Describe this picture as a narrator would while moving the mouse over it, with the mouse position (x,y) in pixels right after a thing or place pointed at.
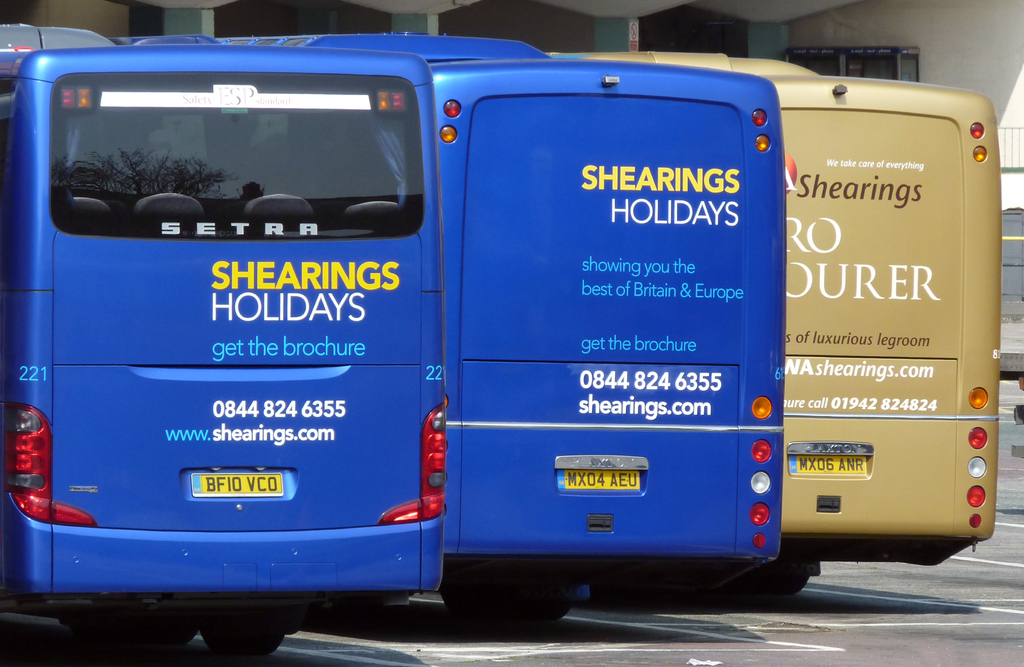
In this picture we can see three buses (688,354) parked here, in the background (956,35) there is a wall (966,17), we can see number plates (824,457) and lights (443,431) of these buses (528,479), we can see a glass (239,152) here.
